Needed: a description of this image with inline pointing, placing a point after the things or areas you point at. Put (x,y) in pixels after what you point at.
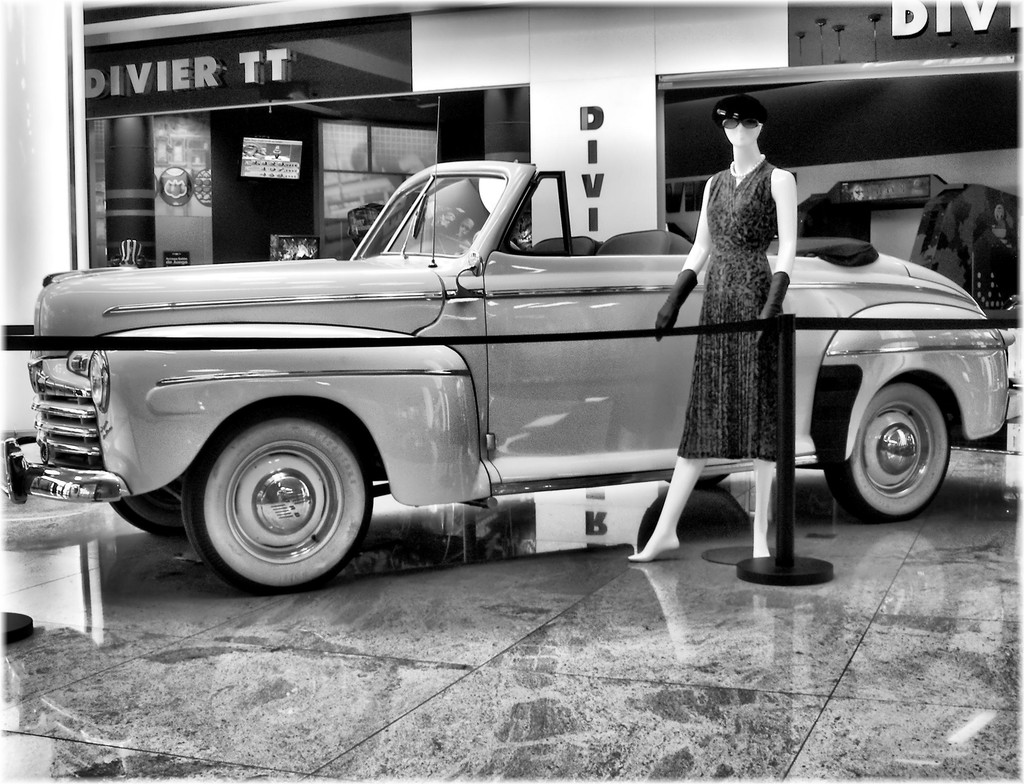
This is a black and white image where we can see a car (583,370) and mannequin (784,258) on the marble ground (358,569). In the background (347,45), we can see the store (385,127).
